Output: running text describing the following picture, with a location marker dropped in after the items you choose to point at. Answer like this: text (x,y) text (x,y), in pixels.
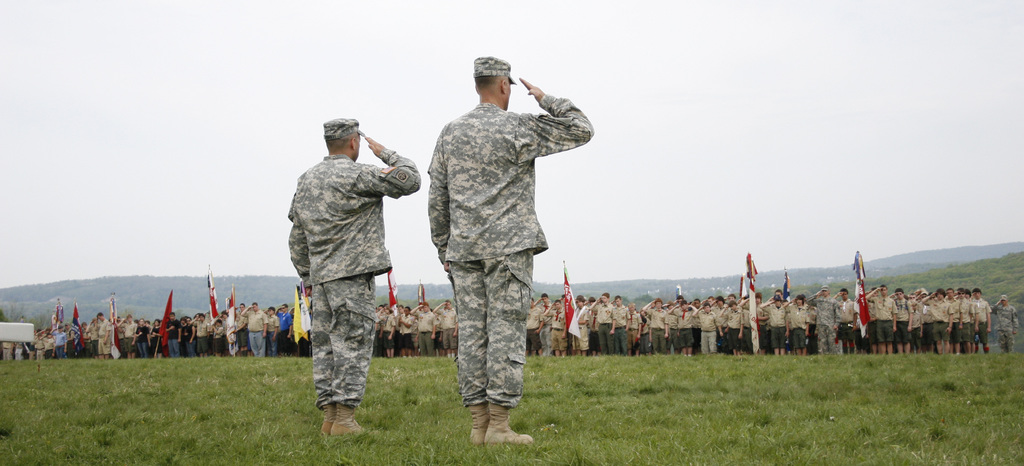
In this image I can see people (68,335) in salute position. I can also see flags (789,292). In the background (953,260) I can see mountain (113,285) and a ground (232,382) full of grass (72,376).
